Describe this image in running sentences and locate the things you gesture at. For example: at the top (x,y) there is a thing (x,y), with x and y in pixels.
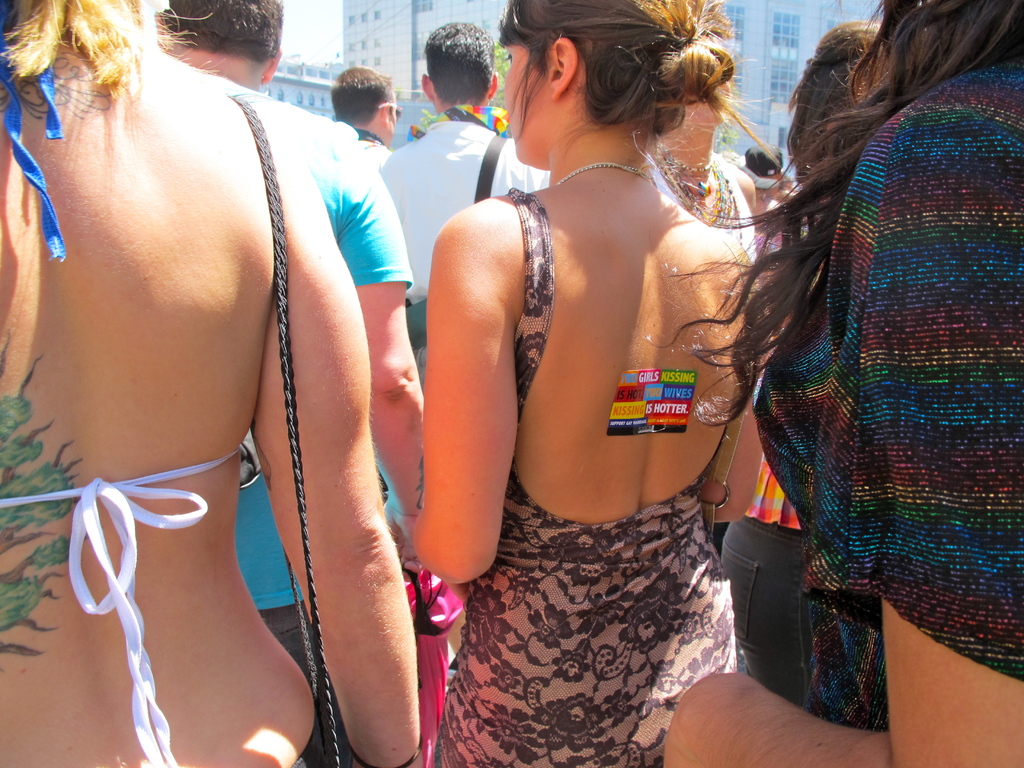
In this image I can see people (923,206) standing. There is a tree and buildings (326,89) at the back (301,81).
